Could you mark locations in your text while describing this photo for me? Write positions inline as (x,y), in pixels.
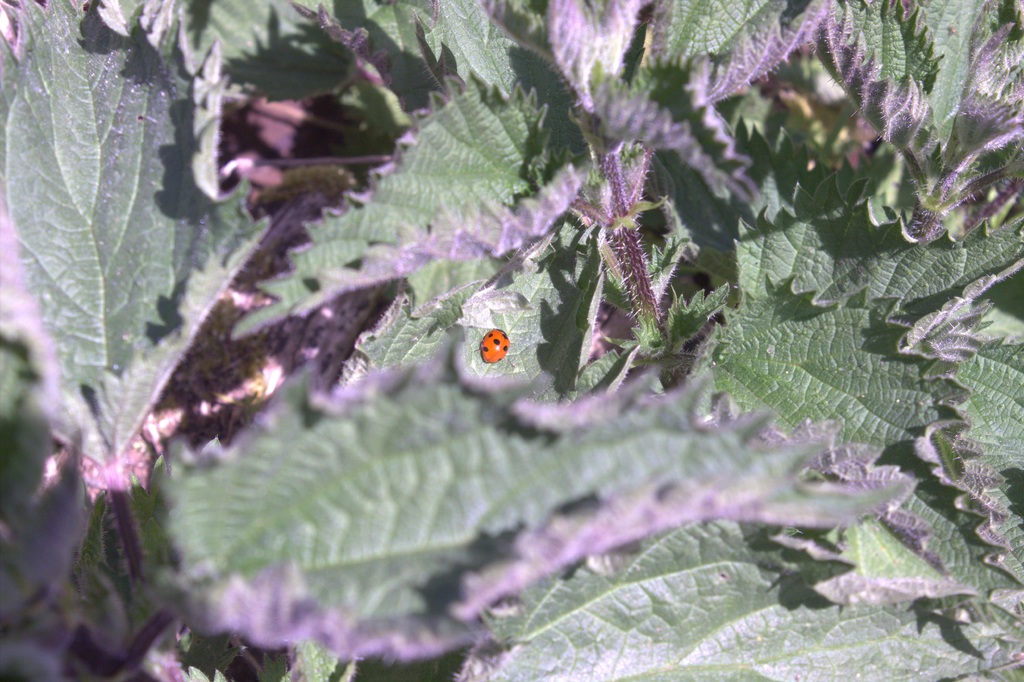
In the picture I can see the green leaves (583,407) and there is an insect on the green leaf (511,324).
